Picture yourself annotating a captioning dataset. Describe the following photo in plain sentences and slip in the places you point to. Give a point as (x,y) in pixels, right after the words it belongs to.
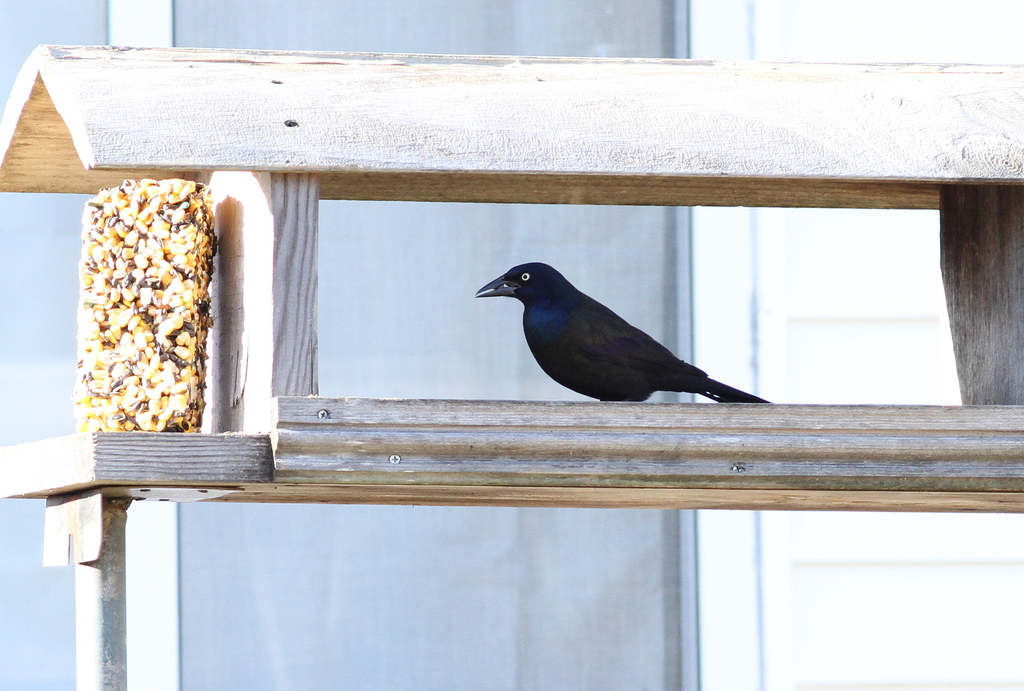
There is a grackle (553,290) inside a wooden structure (372,442) in the foreground area of the image (541,471), it seems like a window (436,266) in the background (371,329).
